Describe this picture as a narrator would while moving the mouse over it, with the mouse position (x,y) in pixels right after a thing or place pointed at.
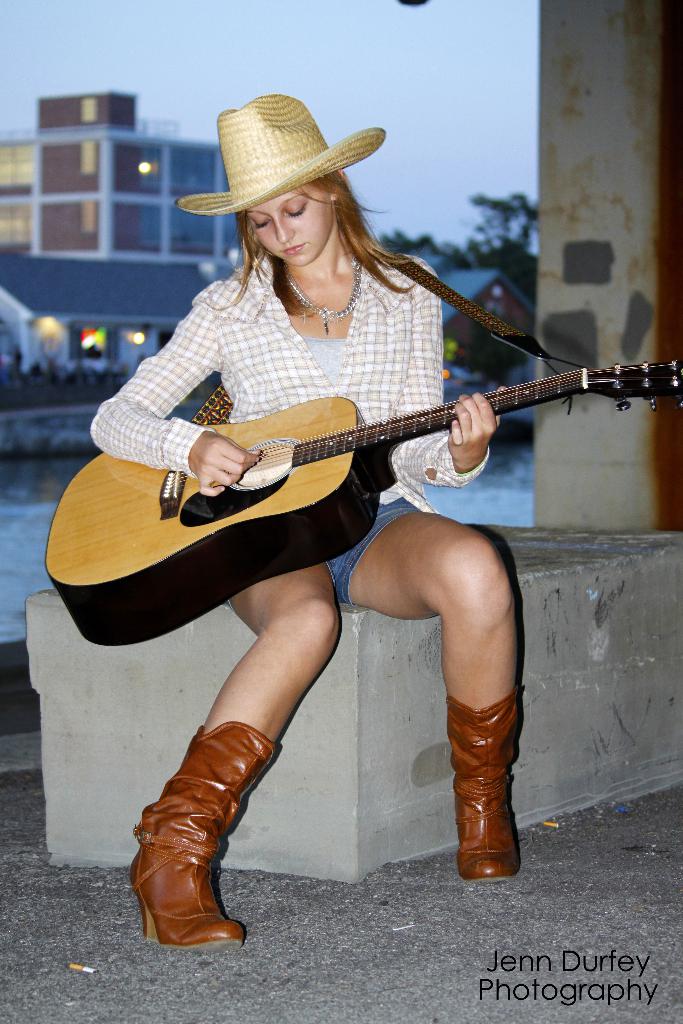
In this image, there is a person (292,586) sitting and playing a guitar (277,453). This person (159,357) is wearing clothes (378,347), boots (480,735) and hat (256,165). There is a building (143,185) behind this person (300,342).
